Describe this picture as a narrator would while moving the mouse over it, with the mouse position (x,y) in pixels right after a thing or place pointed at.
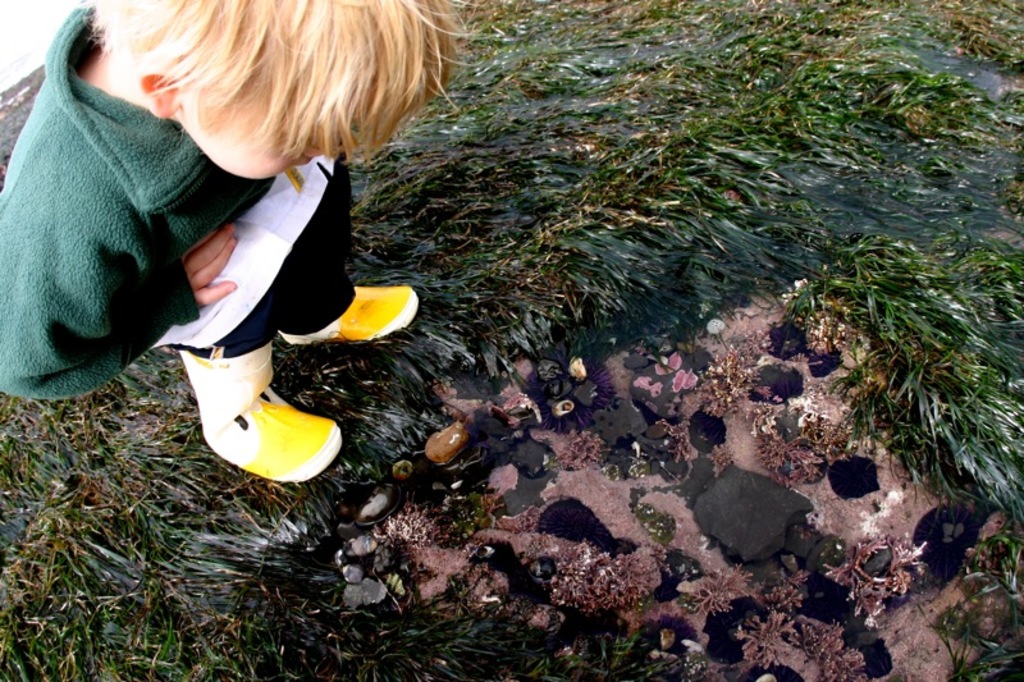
In this picture we can see a kid (335,80) standing on the grass (375,239) and looking at something.
